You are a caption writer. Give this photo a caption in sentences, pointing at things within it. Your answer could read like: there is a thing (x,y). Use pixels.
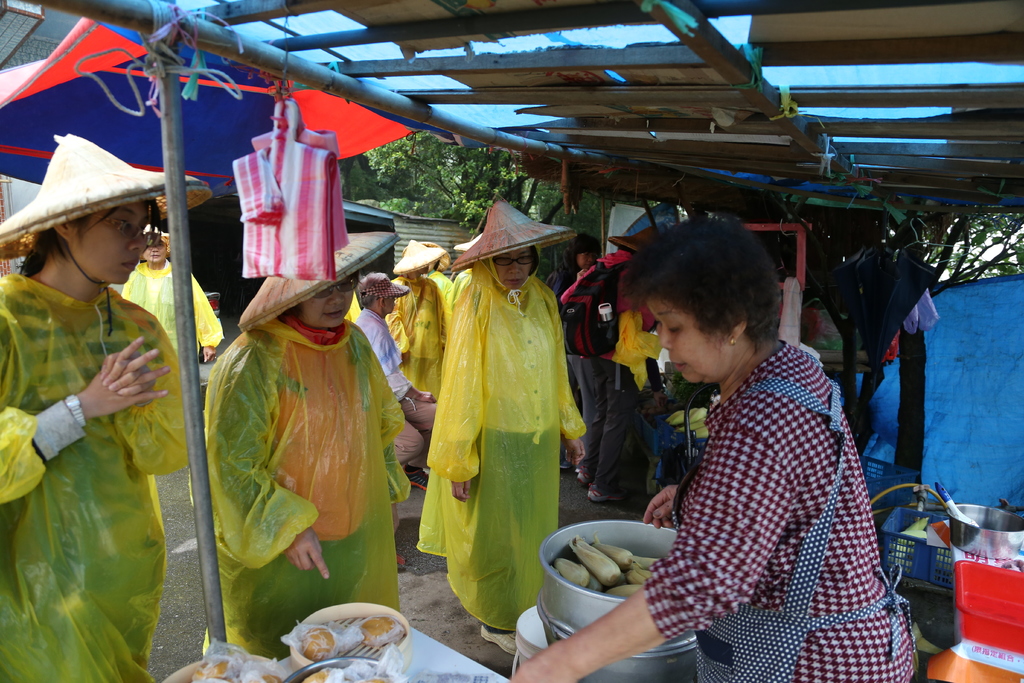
In this image there are a group of people (329,353) standing and there are some vessels (367,647), and in the vessels (347,651) there is some food (626,588) and on the right side of the image (945,472) there are plastic covers (979,316), umbrellas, baskets (884,498), bowls (987,517), vessels (971,508) and objects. In the background (566,256) there are trees (458,182), tents (209,104) and some people (354,416) are standing and wearing hats (264,285), building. At the top (524,40) there is ceiling (1002,110) and also there are some poles (383,101).
